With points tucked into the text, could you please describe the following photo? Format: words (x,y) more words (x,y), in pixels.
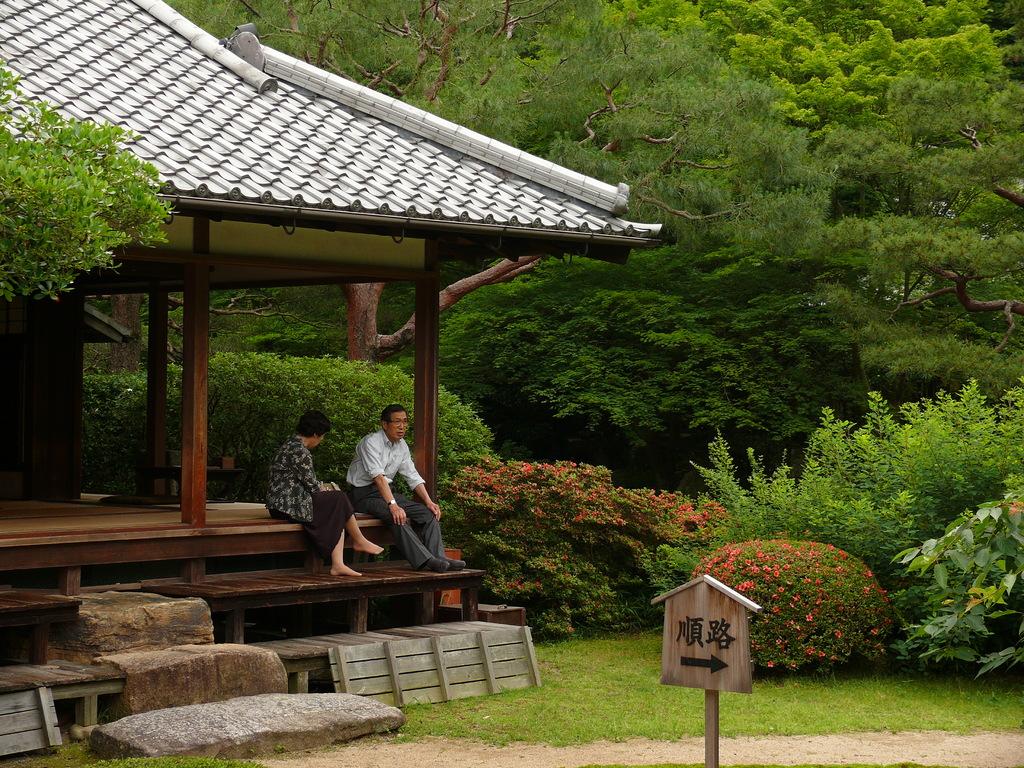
This is the picture of a building (418,385). In this image there are two persons (387,482) sitting. On the left side of the image (222,125) there is a building (409,672). At the back (696,535) there are trees (948,600) and plants (795,596) and there are orange flowers (755,547). There is a text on the board (727,593). At the bottom (589,698) there is grass (596,721).
